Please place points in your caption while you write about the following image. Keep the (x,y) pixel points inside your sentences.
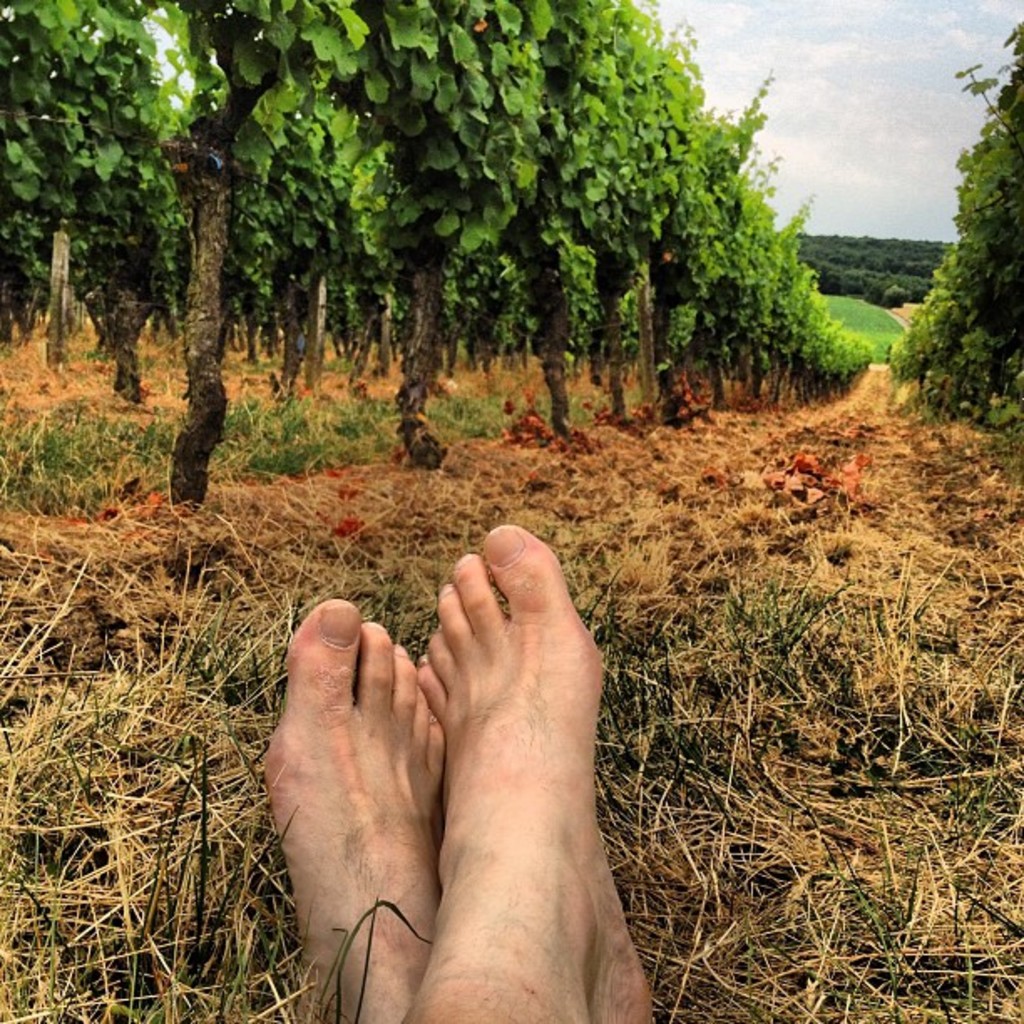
In the image there is foot of a person (481,755) visible on the grassland (336,558) with grape plants (672,207) on either side of it and above its sky (835,134) with clouds (822,141).
